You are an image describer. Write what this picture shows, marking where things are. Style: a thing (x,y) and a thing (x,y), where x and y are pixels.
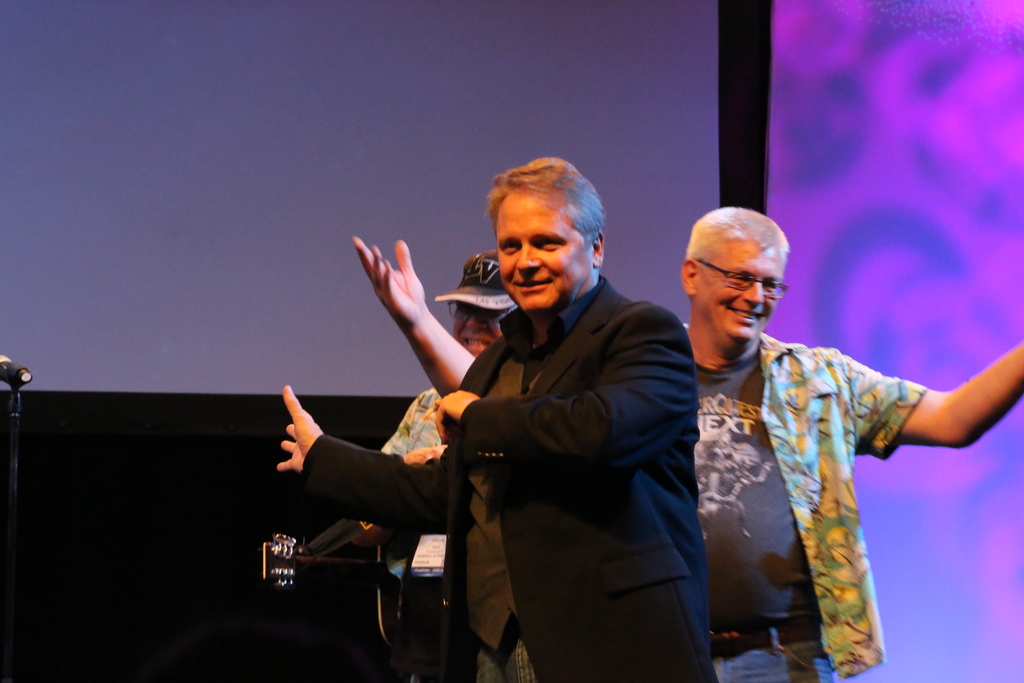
Here we can see three persons (510,431) and one of them is playing guitar (394,586). Here we can see a mike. In the background (64,383) we can see a screen (831,183).
